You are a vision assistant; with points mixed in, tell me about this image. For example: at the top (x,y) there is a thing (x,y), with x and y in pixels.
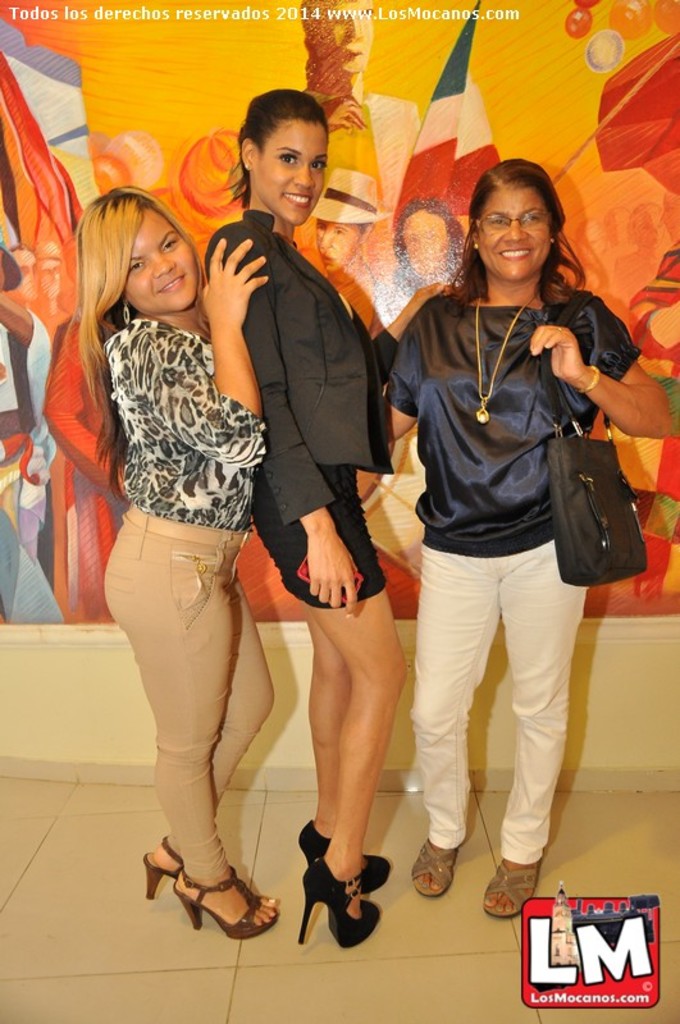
In this image there are three women (225,404) standing on the floor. On the right side (525,429) the woman (538,428) is wearing a handbag (578,552) and she is smiling. At the background (357,114) there is a poster (395,87) on the wall (353,57).
